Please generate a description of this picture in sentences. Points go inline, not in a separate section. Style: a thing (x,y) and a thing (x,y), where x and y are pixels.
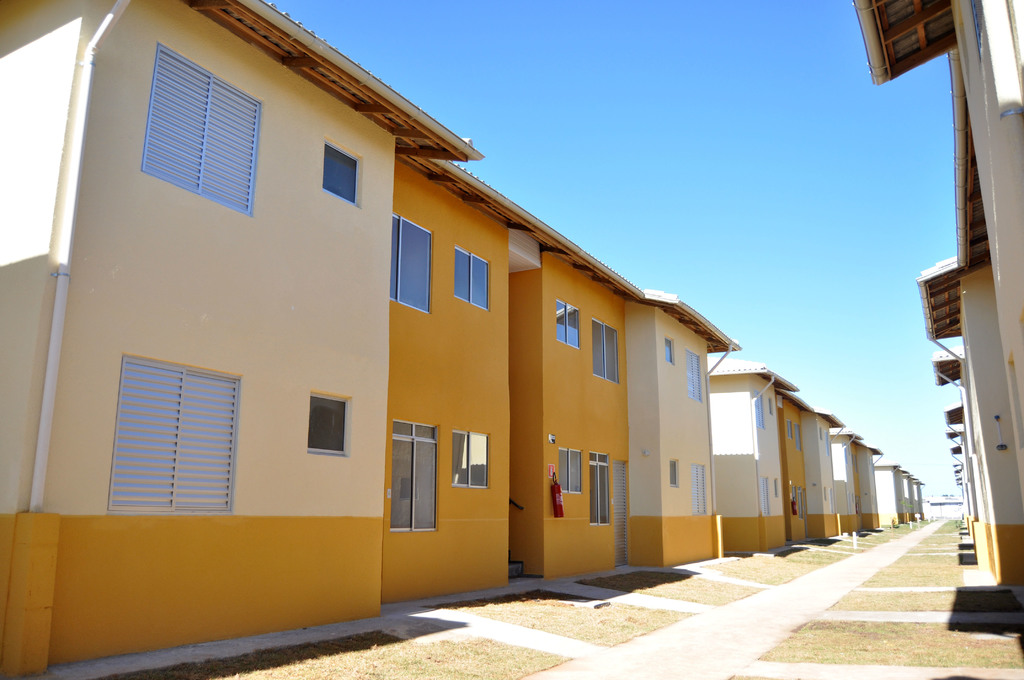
As we can see in the image there is a clear sky (764,160) and there are buildings (580,479) which are side by side. There are many windows (406,272) to each building (479,445). The building (487,425) are of orange and cream colour. There is a footpath (602,663) and there is a fire extinguisher (560,499) attached to one building (612,503).
